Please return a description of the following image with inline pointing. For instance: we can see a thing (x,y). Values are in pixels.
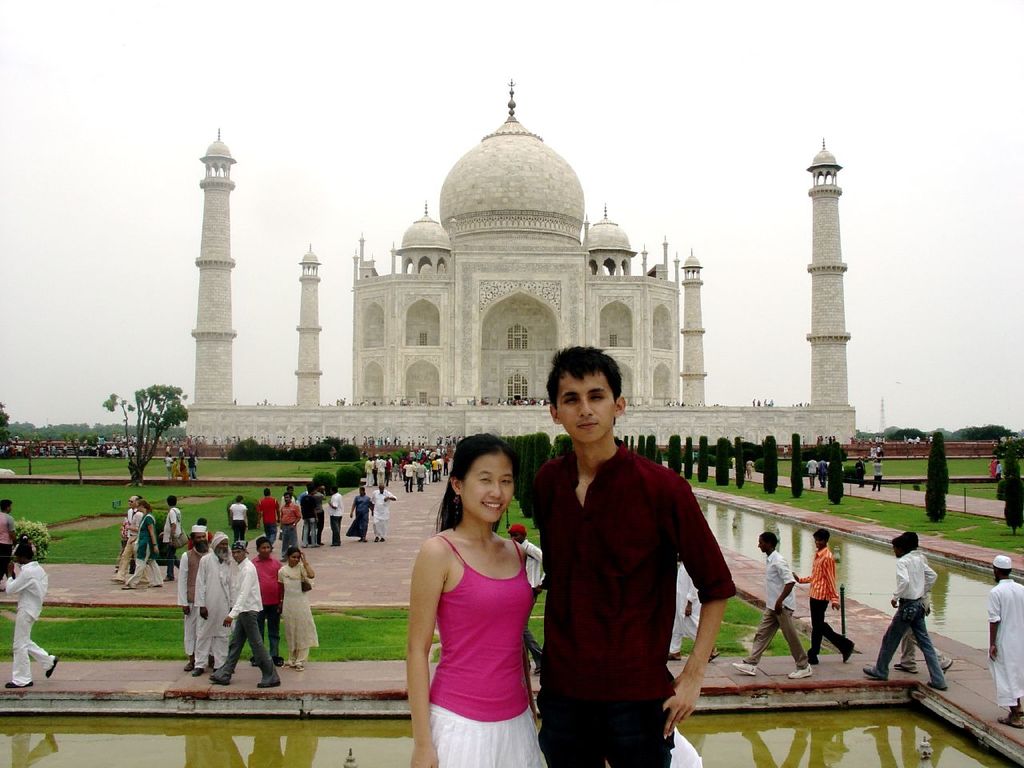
In this image I can see a crowd (383,508) on the road (428,503), ponds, grass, trees (544,459) and a fence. In the background (640,317) I can see pillars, a historical monument (523,306) and the sky (362,71). This image is taken may be during a day.
